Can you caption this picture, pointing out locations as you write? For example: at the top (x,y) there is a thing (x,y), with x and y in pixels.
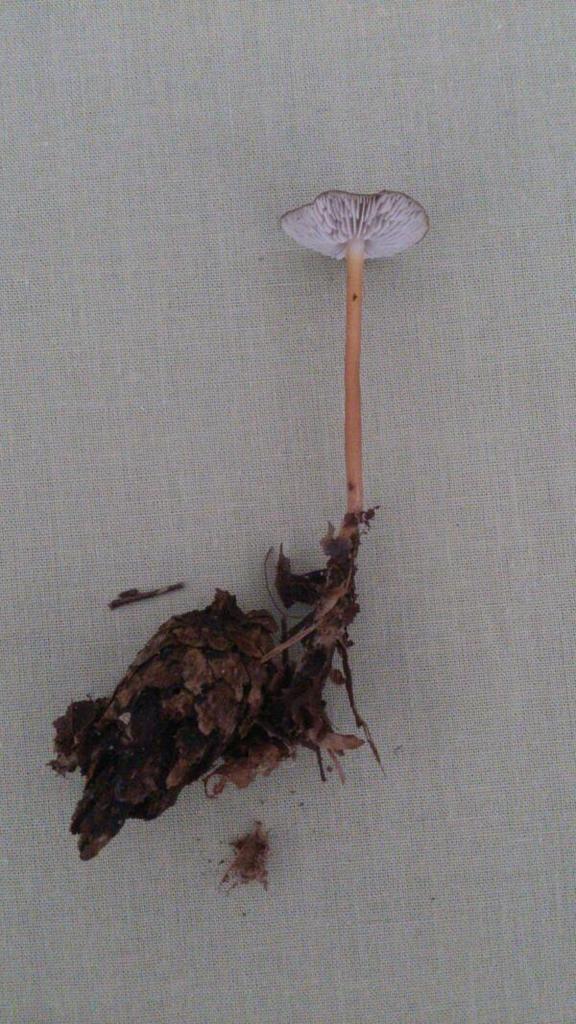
There is a plant (105,704) with roots (118,726) on a surface (568,471). And the background (257,924) is cream in color.
